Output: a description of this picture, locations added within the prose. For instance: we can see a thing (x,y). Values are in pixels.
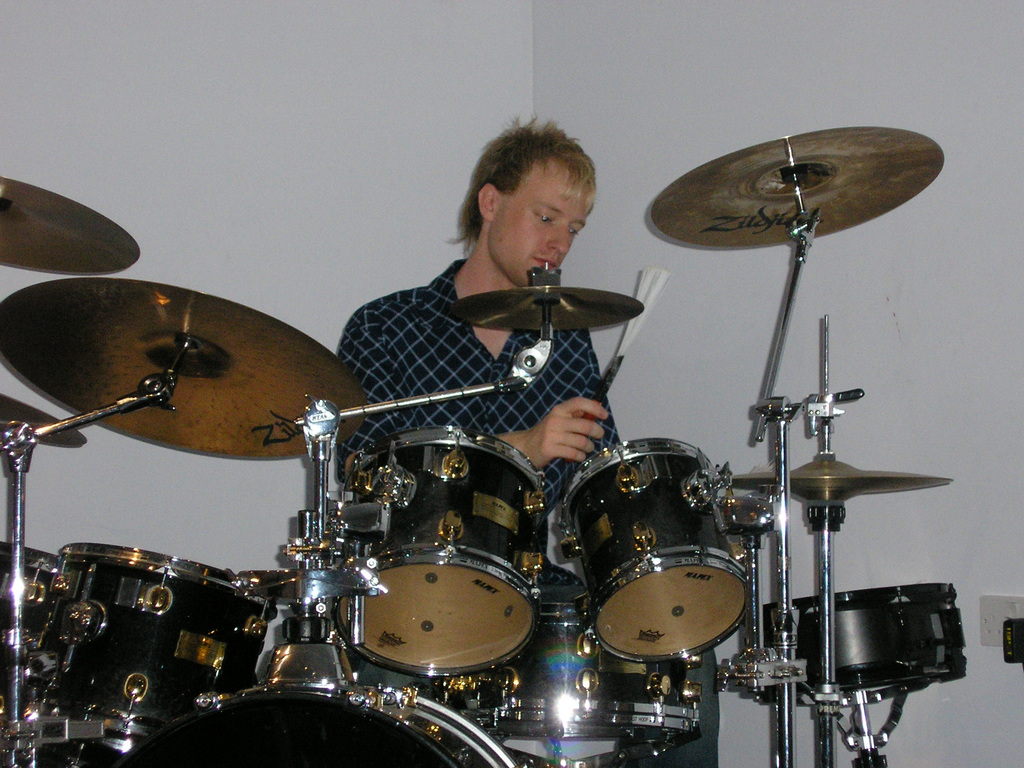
In this image there is a person (487,340) playing drums (383,515).
